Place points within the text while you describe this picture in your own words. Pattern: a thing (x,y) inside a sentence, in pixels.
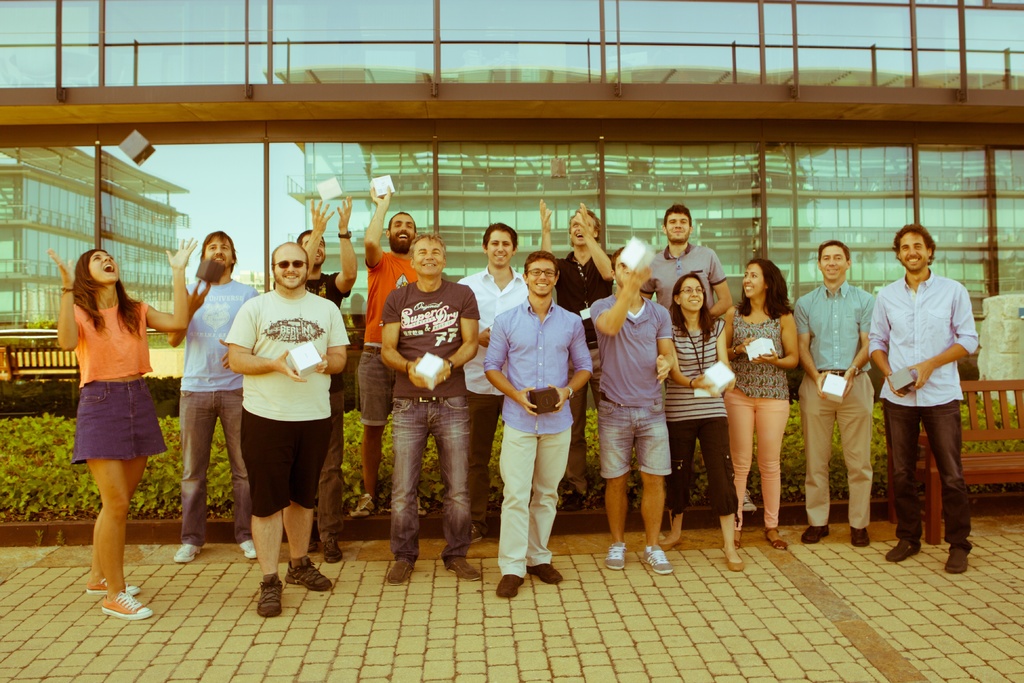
In this picture I can see number of people (378,281) in front (932,293) who are standing and I see that all of them are smiling and most are holding or tossing boxes (304,359) in their hands (706,379) and in the background (52,360) I can see the bushes (25,450), a bench (10,367) and a building (491,203) on which there are number of glasses (235,165).
